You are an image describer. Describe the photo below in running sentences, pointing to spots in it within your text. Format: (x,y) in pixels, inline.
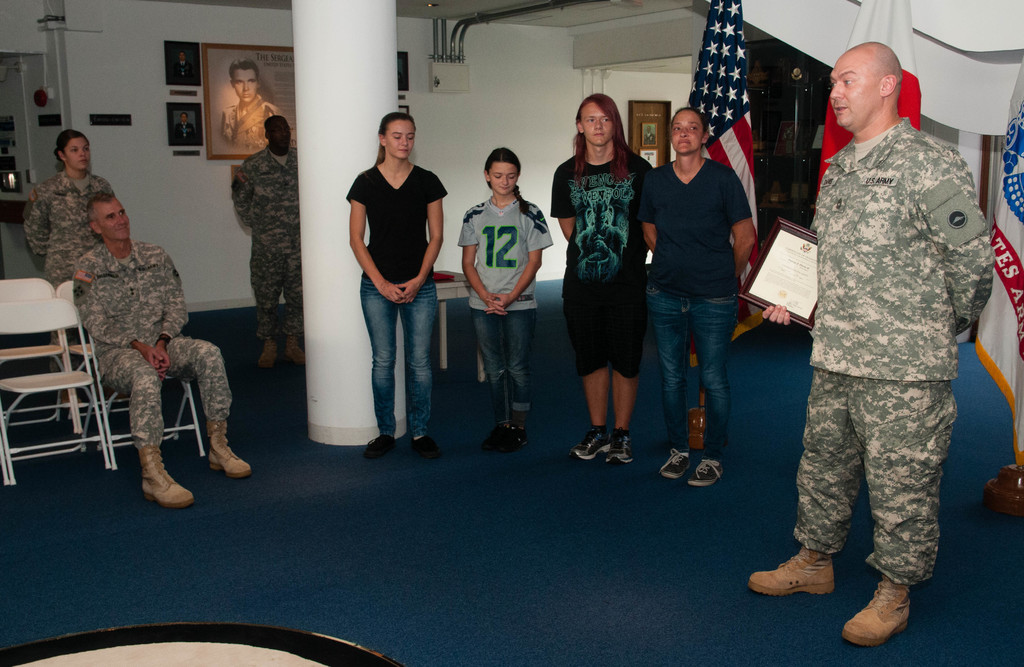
In this image we can see people (640,302) standing. To the left side of the image (145,257) there is a person (106,277) sitting on a chair (104,392). In the background of the image (285,45) there is a wall (404,19). There is a photo frame (283,76). To the right side of the image (723,103) there are flags (1021,116). At the bottom of the image (431,616) there is carpet (406,601).
